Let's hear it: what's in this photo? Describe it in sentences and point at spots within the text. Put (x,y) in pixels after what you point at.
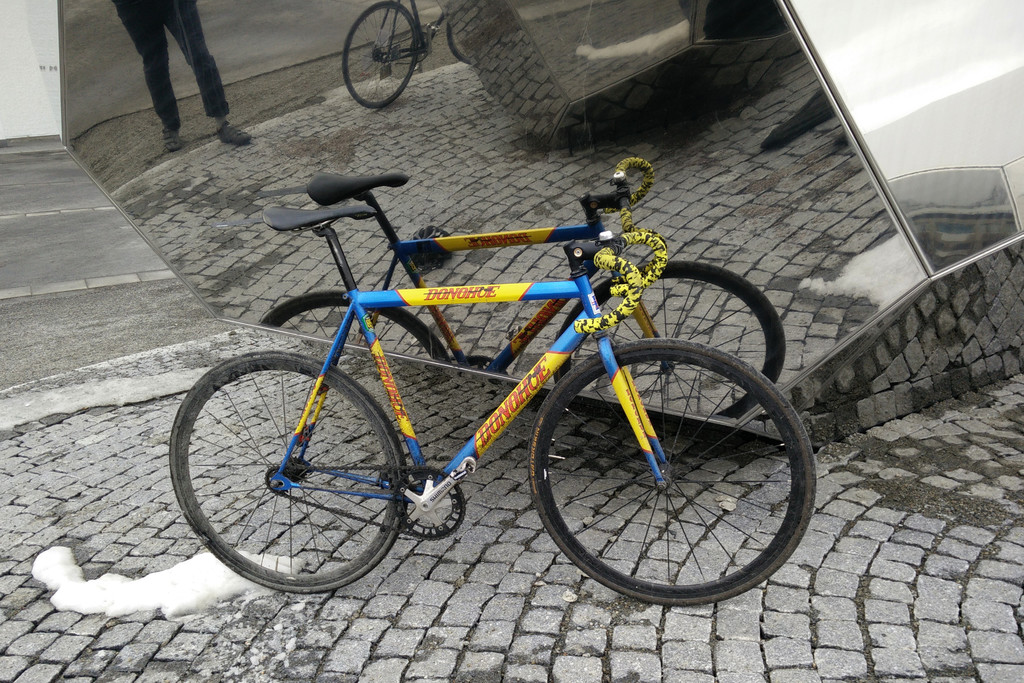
In this image we can see a cycle (553,426). Near to the cycle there is a mirror (346,106). Also we can see reflection (321,124) of cycles (348,72) and legs (163,71) of a person (204,70). Also there is a road (48,208).
